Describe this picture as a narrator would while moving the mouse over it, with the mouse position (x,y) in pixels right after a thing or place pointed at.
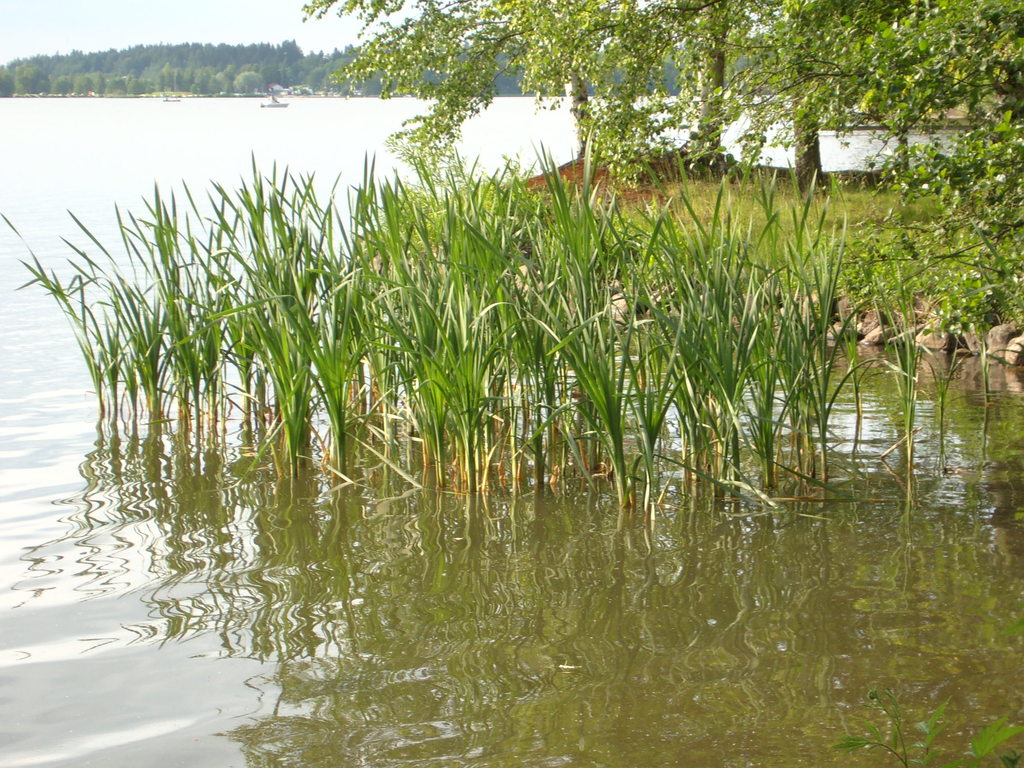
In this image I can see water (369,583) and in it I can see number of plants (438,390). I can also see grass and number of trees (703,158).
